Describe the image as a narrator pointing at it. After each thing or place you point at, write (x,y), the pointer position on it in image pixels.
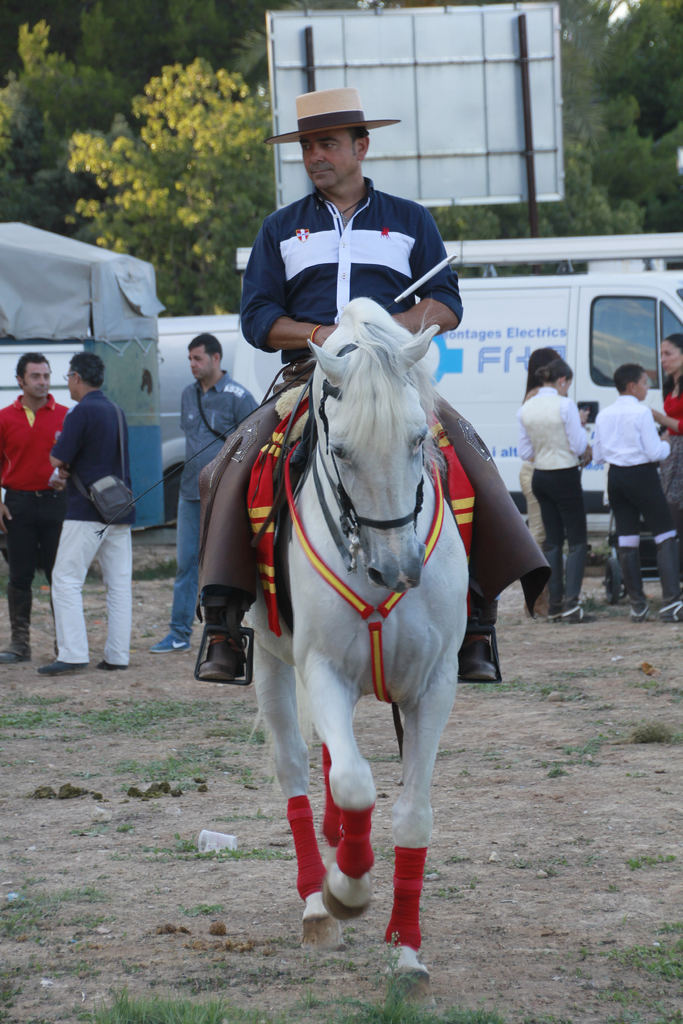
In this image there is one horse (334,552) and on the horse (337,341) one person (361,254) is sitting and riding and he is wearing a cap (342,109) and he is wearing a blue shirt (349,259). On the left side of the image (78,477) there are two persons (71,441) who are standing and talking with each other. On the right side (634,464) there are group of people (640,458) who are standing. Behind them there is one vehicle (550,322) on the right side of the image (540,309). There is one person (195,508) who is walking and he is wearing a blue shirt (200,464), and on the top of the image (181,119) there are some plants (171,87) on both right side (612,68) and left side (87,157). In the middle of the image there is one board (444,96) and there is some grass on the bottom of the image (403,997).
